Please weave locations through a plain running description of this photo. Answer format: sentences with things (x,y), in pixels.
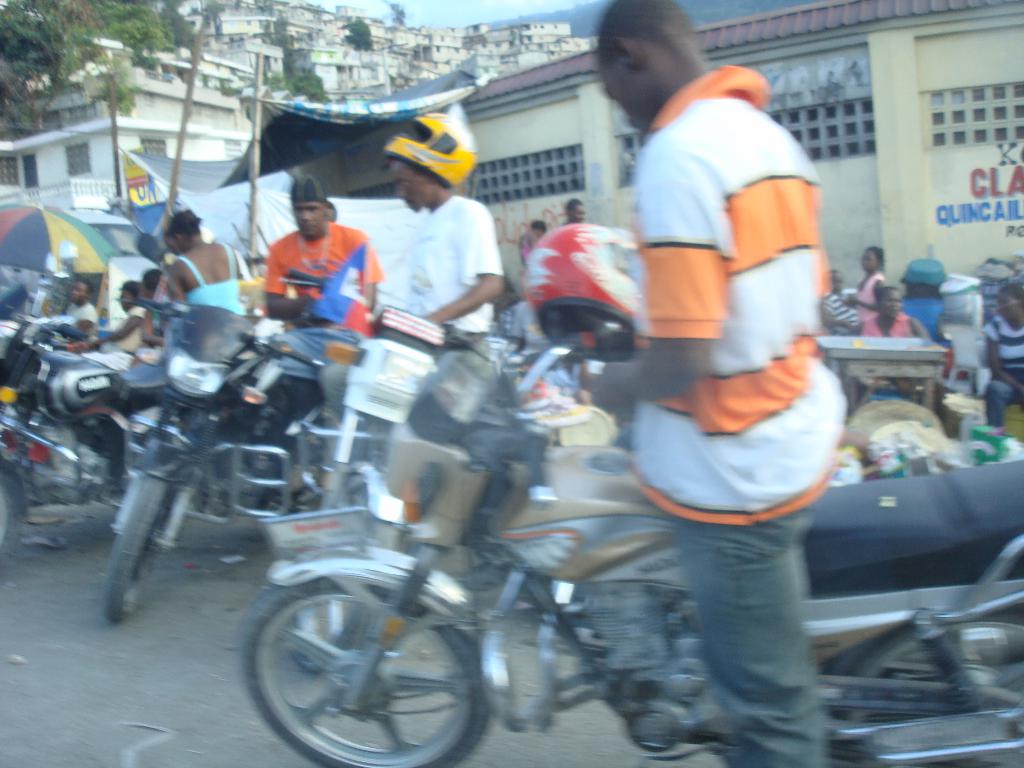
At the top (489,29) we can see sky (413,8), buildings (373,40). These are trees (42,38). Here we can see few persons (864,301) sittings, standing on the road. These are motorbikes (36,321). This is a table (888,345).
